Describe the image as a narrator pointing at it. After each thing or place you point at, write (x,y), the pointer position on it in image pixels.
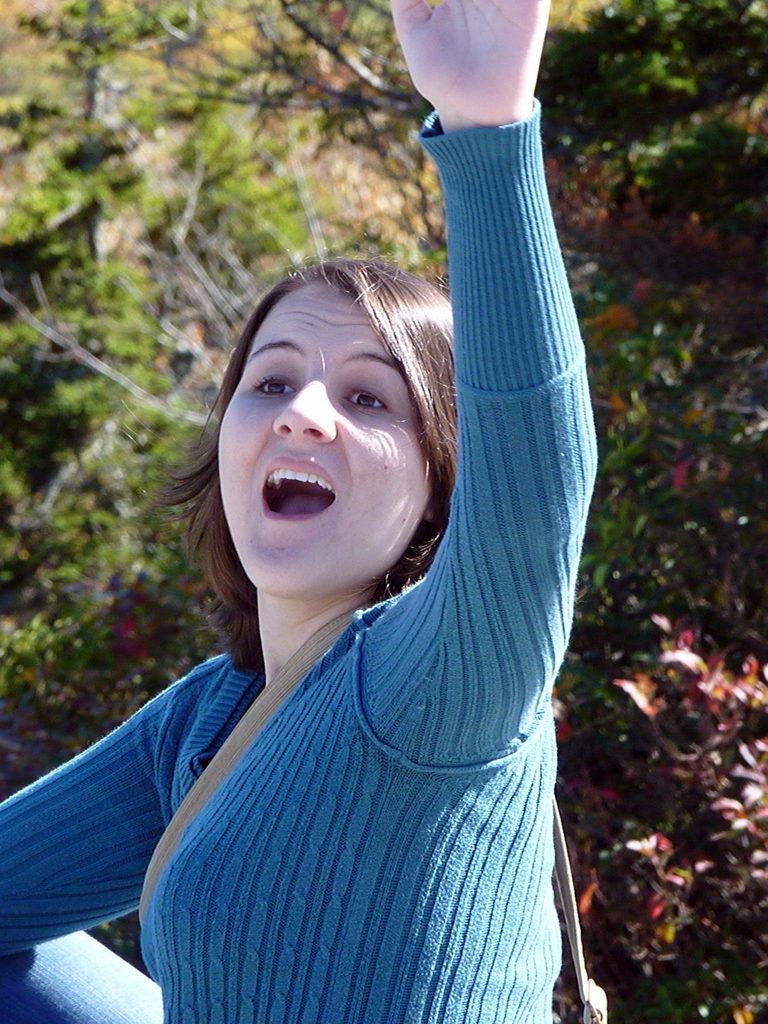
In this image there is a women (406,507) she is wearing blue color dress (378,764), in the background (651,210) there are trees (665,414).
